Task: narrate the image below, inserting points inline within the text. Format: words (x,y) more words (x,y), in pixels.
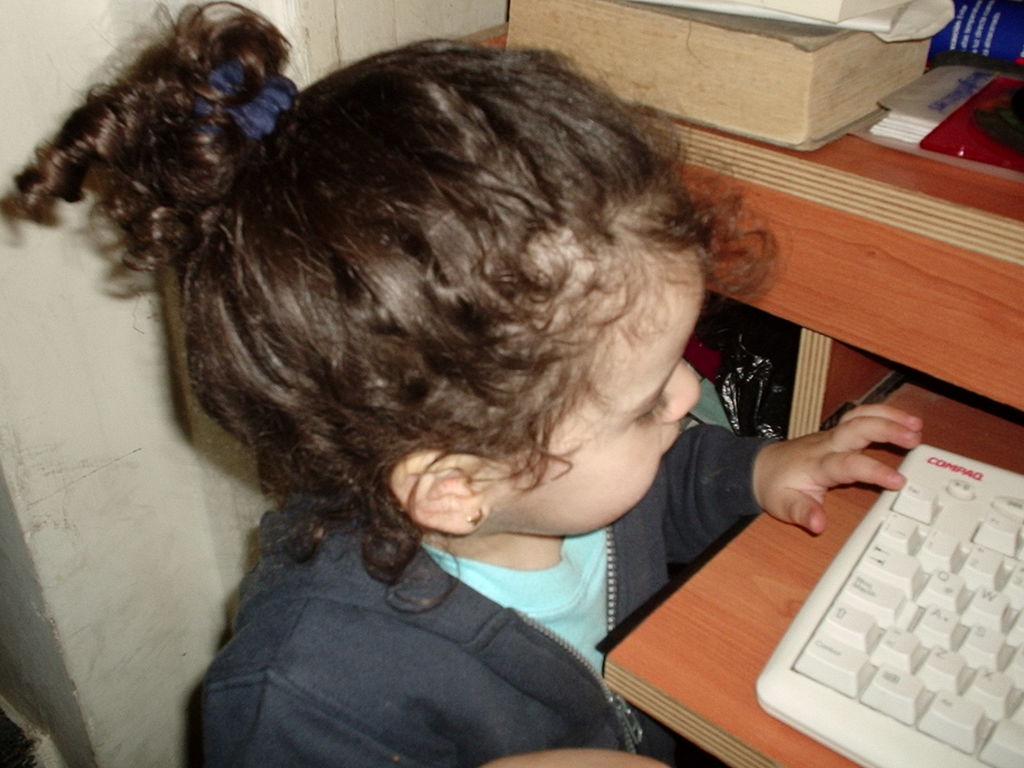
In this picture I can see a girl (505,532) is standing and touching keyboard (929,602). Here I can see a white color keyboard (957,565), books (848,44) and some other objects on a wooden table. On the left side (67,311) I can see a white color wall (85,420).
